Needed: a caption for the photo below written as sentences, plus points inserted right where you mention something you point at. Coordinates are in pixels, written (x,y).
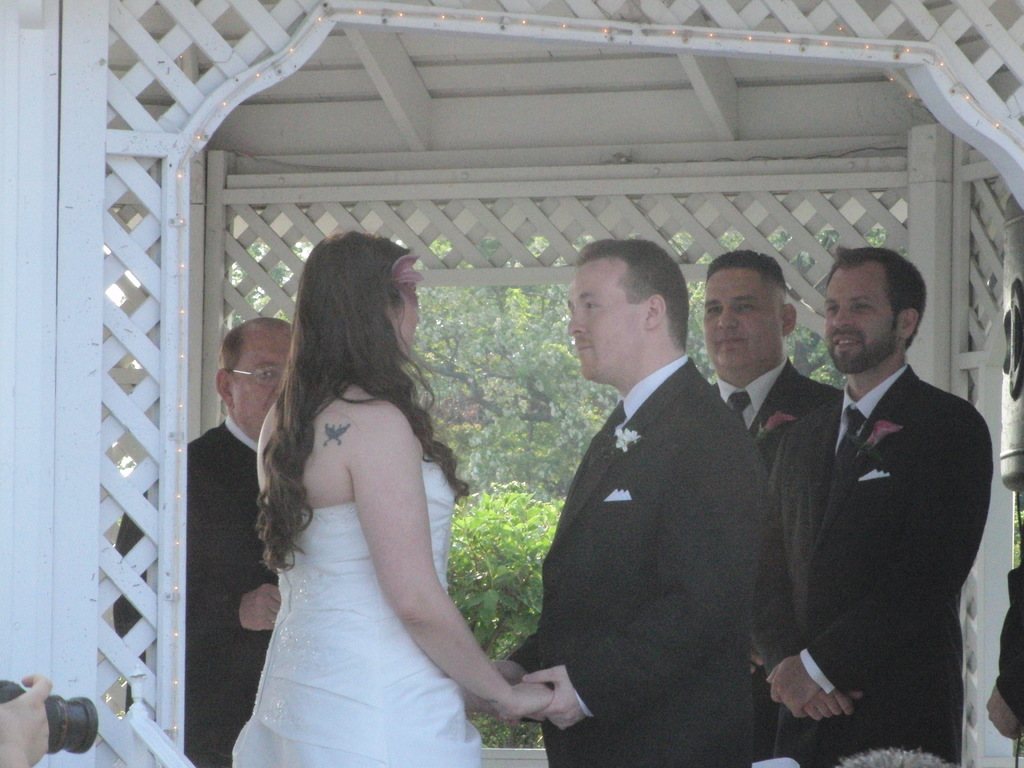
In this image there are four men (202,490) and a woman (351,534) standing. In the center (366,485), the man (612,560) and the women (397,557) are holding hands (518,675) of each other. They are below the shed (352,51). Behind them there are trees (489,351) and hedges (466,580). In the bottom left (35,697) there is a hand (30,720) of a person (14,723) holding a camera (58,700).
